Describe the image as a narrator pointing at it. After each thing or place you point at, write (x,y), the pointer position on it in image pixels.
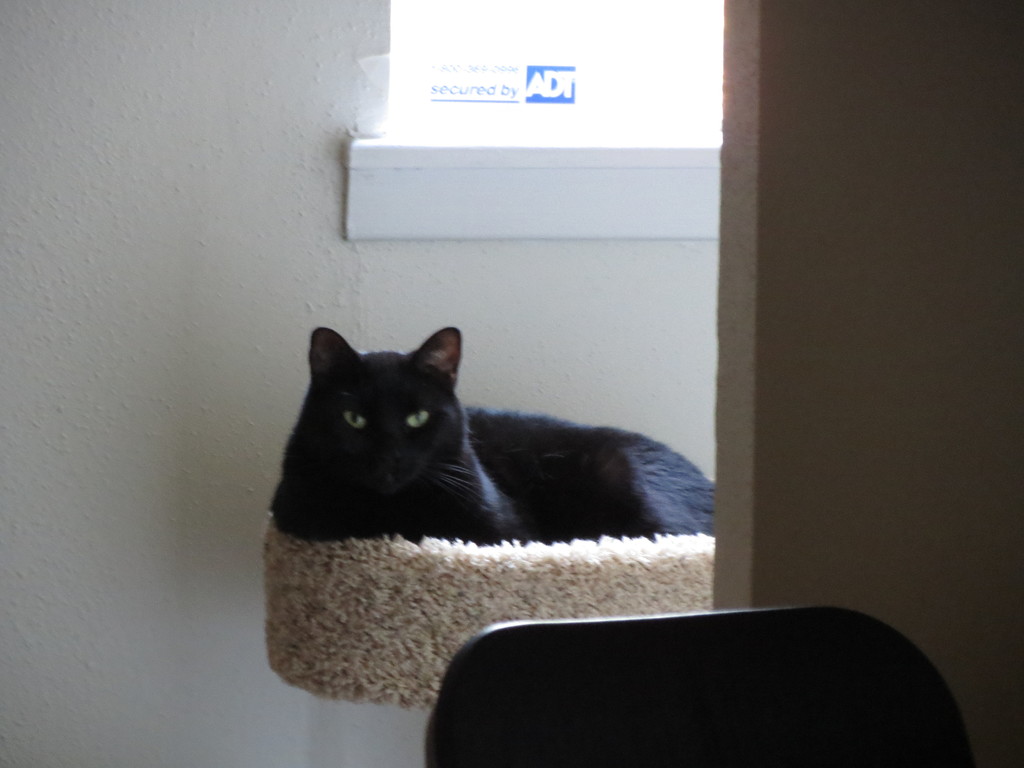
In this image I can see a cat (483,514). There are walls (561,345) and at the bottom of the image (662,645) it looks like a chair (693,679).
